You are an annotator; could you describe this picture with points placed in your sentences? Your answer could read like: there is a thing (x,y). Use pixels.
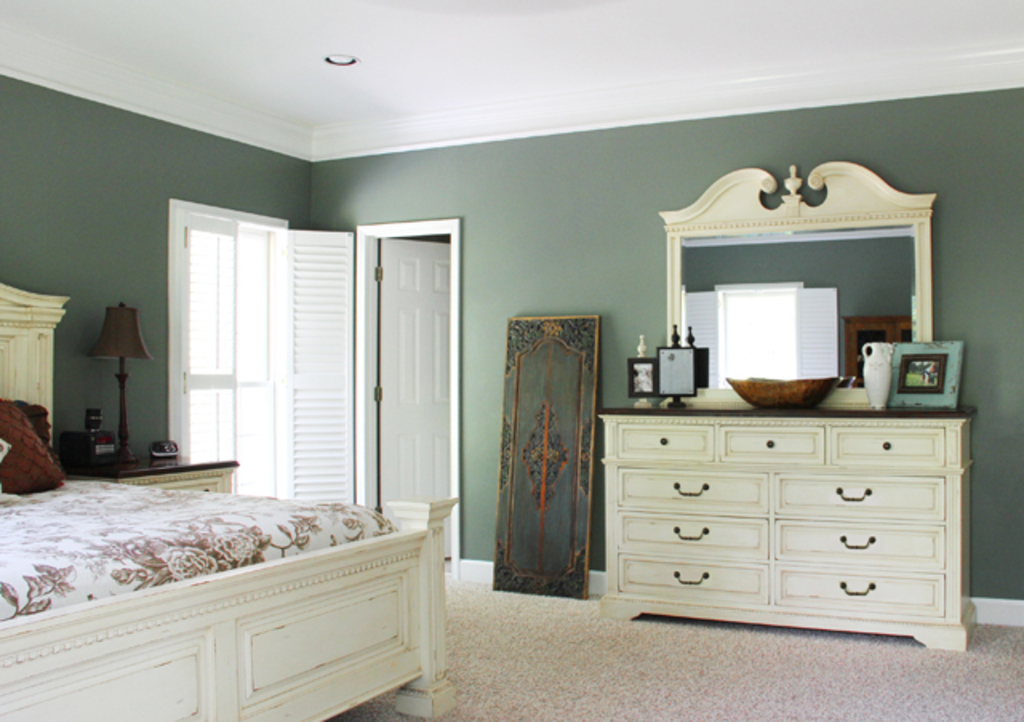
In this image I can see the bed (161,574). In the background (193,478) I can see the lamp (133,462), few cupboards (832,465), mirror (830,324), doors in white color and the wall (535,217) is in green color.
